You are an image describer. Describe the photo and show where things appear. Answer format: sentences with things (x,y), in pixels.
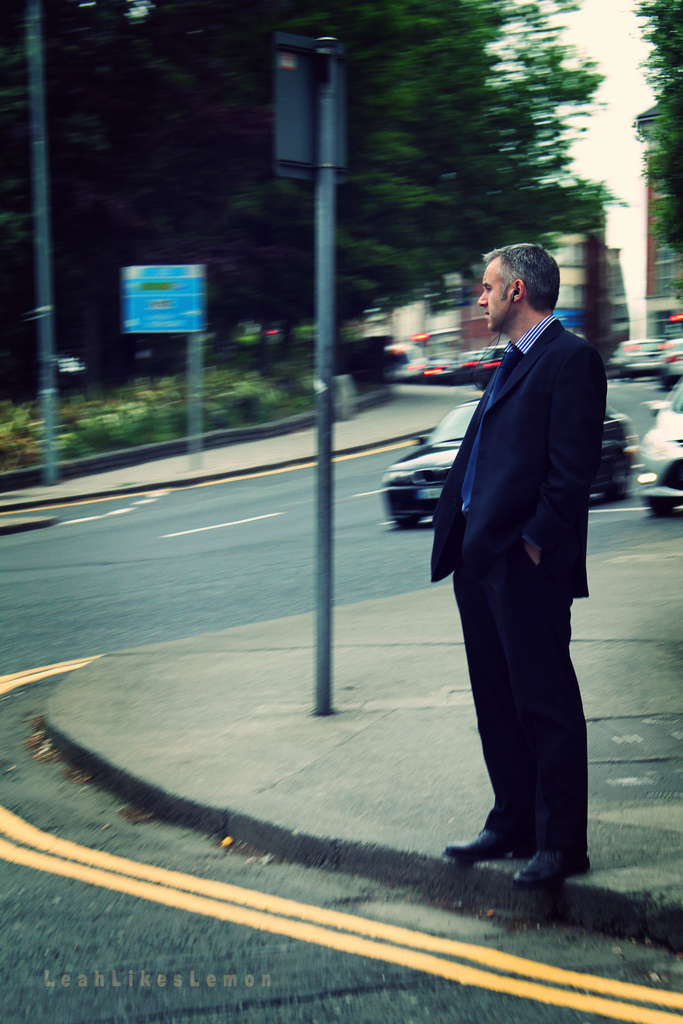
In this picture there is a man (538,369) who is standing on the right side of the image (530,395) and there are cars (411,345), trees (68,101), and traffic poles (195,370) in the image and there is a poster (146,271) on the left side of the image (174,306).
